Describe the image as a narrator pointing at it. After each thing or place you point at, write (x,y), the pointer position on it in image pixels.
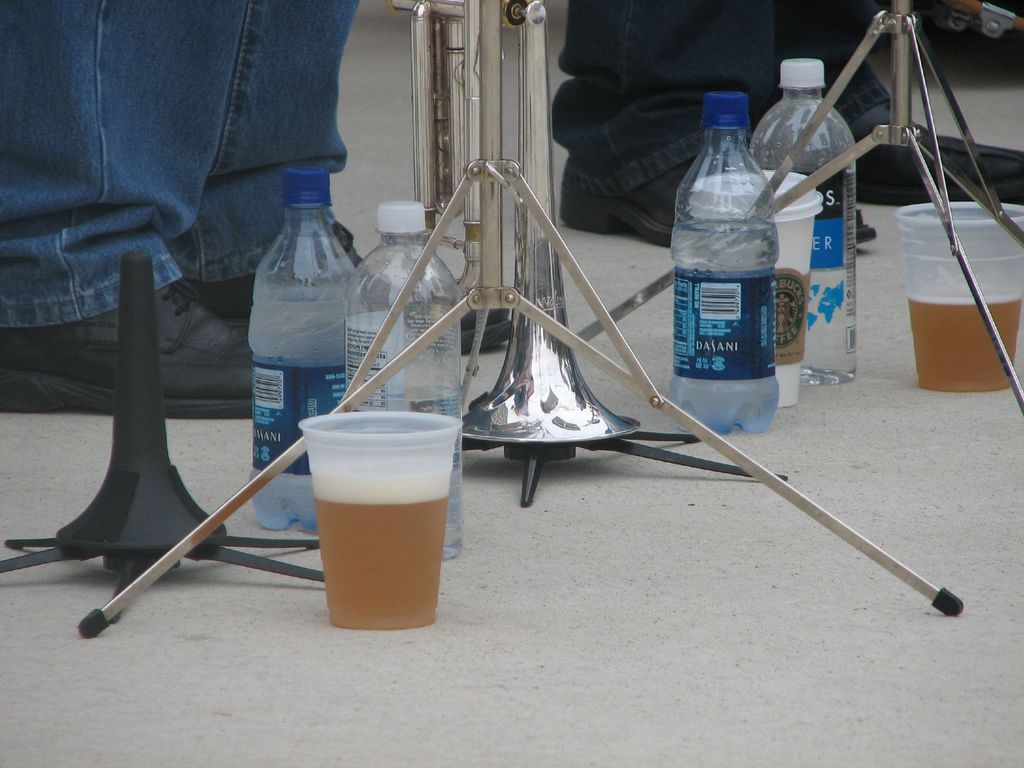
In this picture we can see two persons leg (311,81) and in front of that bottles (823,246), glasses (954,261) with drink (329,578) in it, stand (485,283), trumpet (431,17) on floor (702,573).
